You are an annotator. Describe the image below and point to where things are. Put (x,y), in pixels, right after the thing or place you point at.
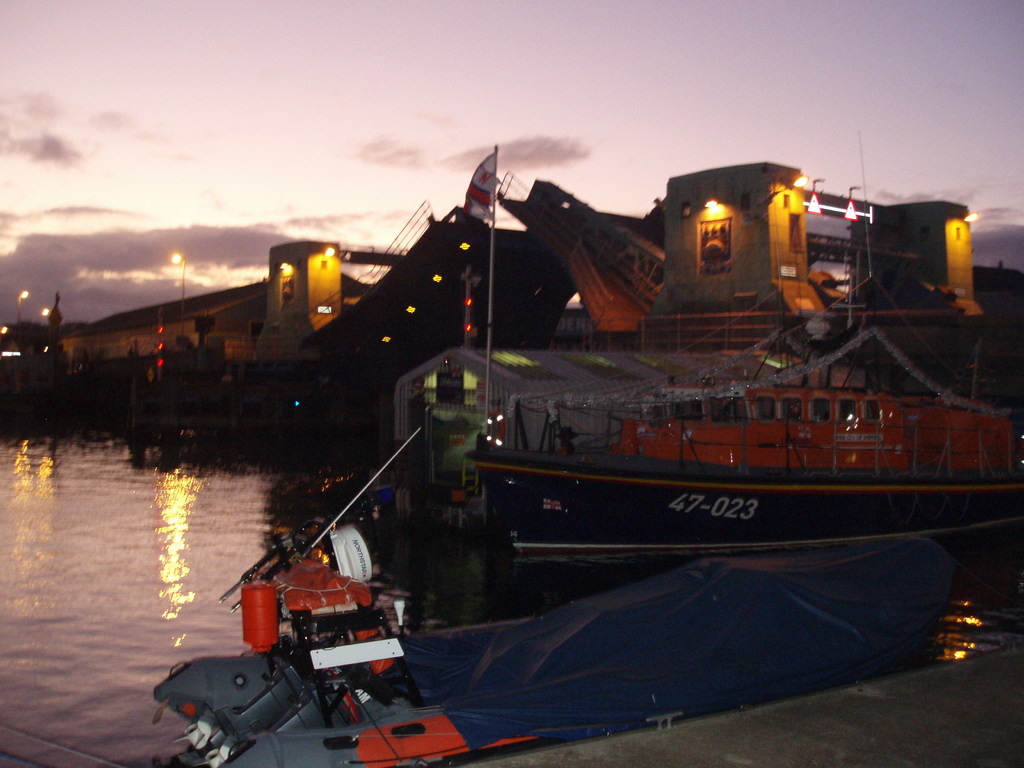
In this picture there are two boats (684,563) on the water (630,562) and there are few buildings (561,369), lights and some other objects (435,317) in the background (378,323).
